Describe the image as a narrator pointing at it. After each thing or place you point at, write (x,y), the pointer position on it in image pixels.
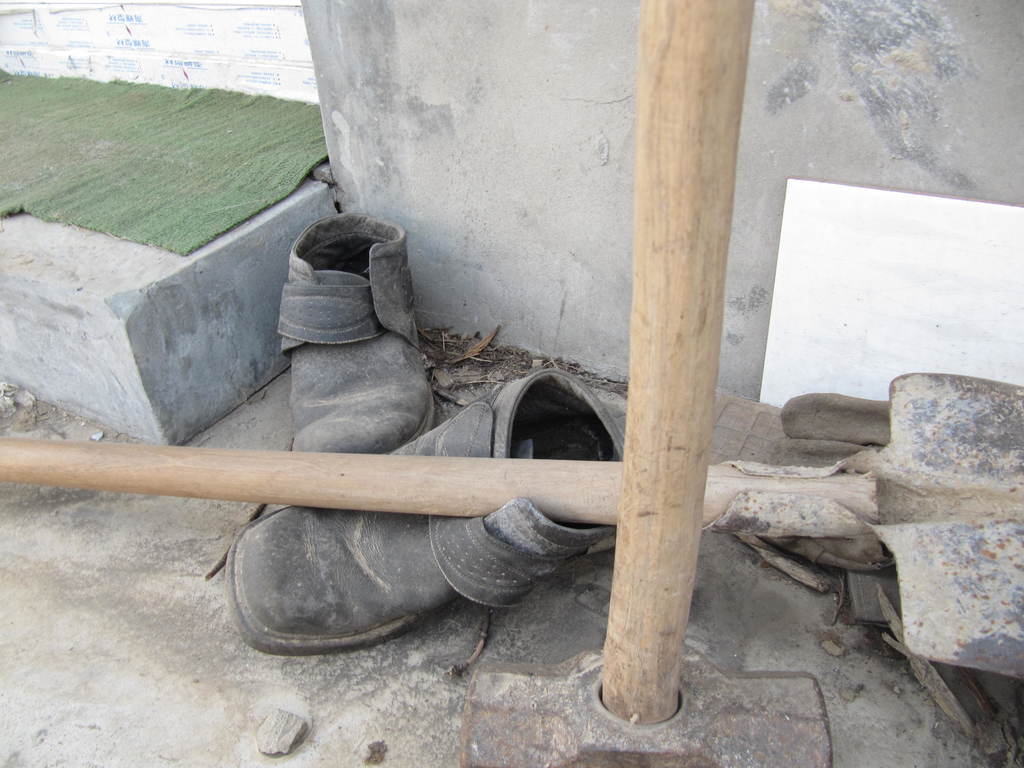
In this picture there are shoes (322,389), beside that there are wooden handles (641,459). On the left (257,149) there is a green carpet (133,140) on the concrete brick (142,246). On the right (924,324) there is a board (1004,298) near to the wall (972,111).
